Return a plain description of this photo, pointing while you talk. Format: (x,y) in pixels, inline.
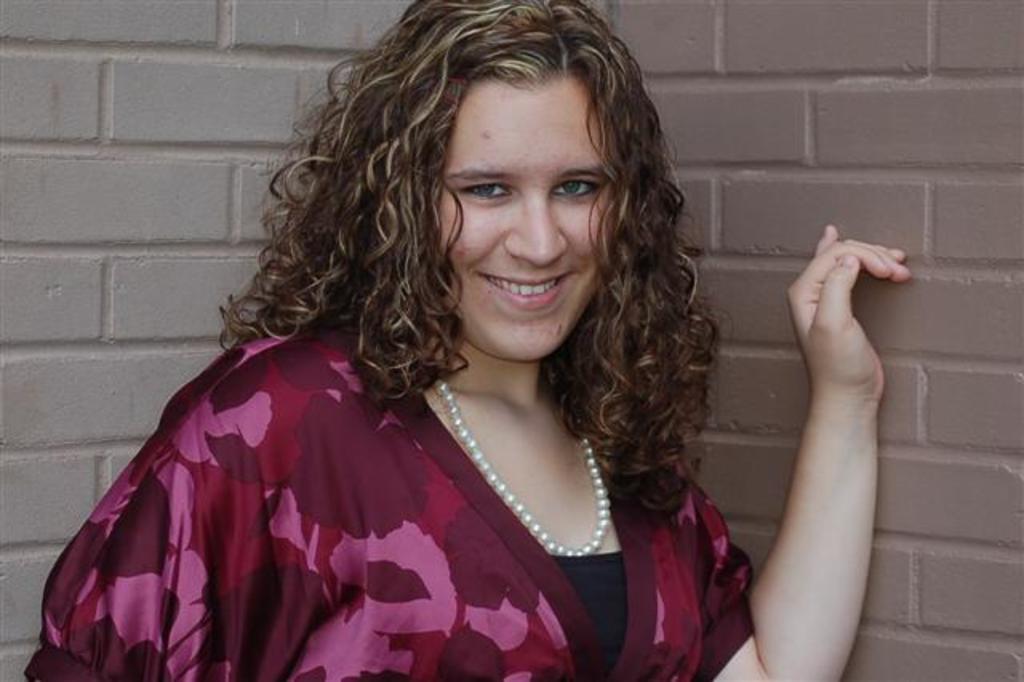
In this image I can see a woman (474,410) is smiling. The woman (434,411) is wearing a necklace (607,522). In the background (125,258) I can see a wall (168,137).
